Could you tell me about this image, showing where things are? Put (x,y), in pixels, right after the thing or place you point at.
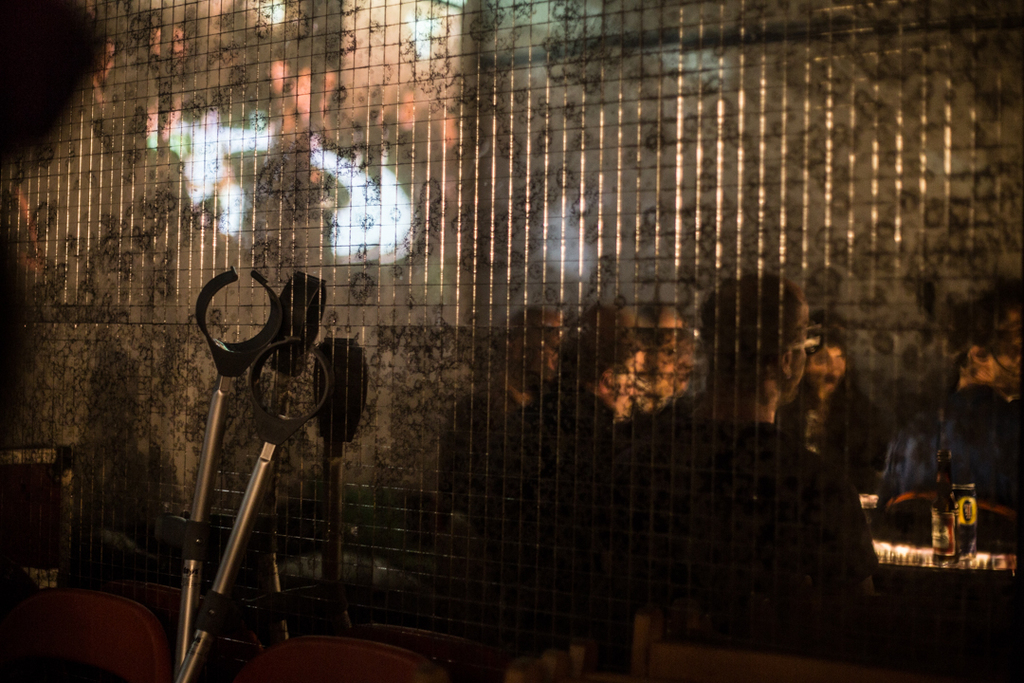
In this picture there are people (707,327) on the right side of the image (697,456) inside a net window (237,407) and there are rods (184,662) on the left side of the image (272,449).
